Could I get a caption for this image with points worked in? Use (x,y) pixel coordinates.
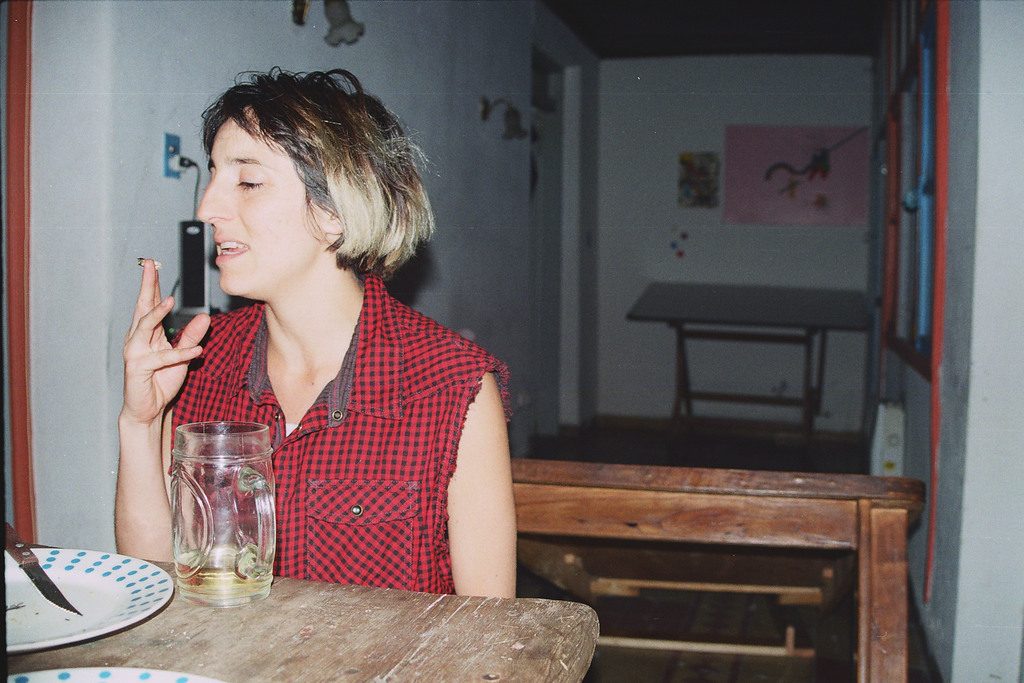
In this image we can see a woman (399,464) on the left side (221,394) and she is holding an object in her fingers (154,291). There are plates (82,621), knife (70,607), liquid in a glass (175,510) on the table (295,627). In the background (552,460) there are objects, tables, lights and papers (817,144) on the wall (715,244).
